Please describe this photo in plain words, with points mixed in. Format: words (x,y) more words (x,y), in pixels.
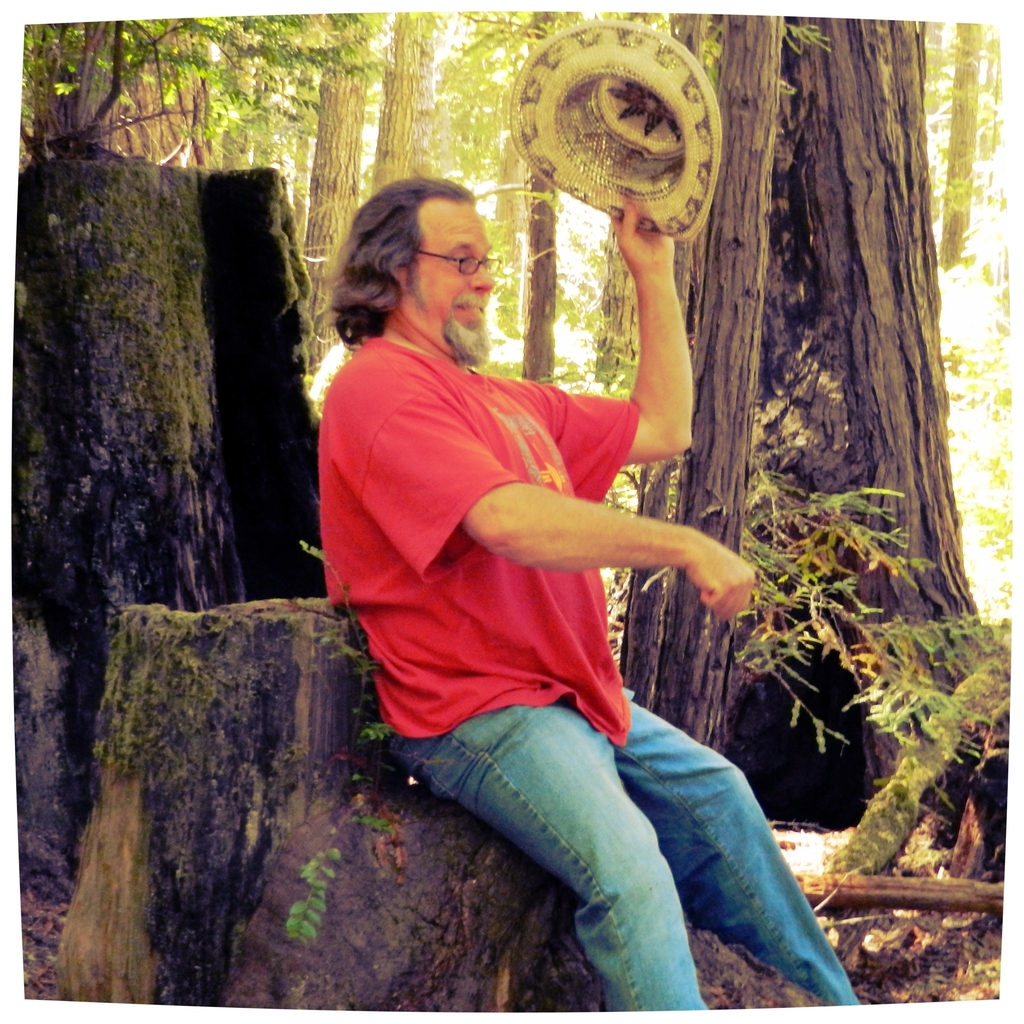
In this image there is a man (472,579) sitting on a trunk (431,862) facing towards the right side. This person (669,292) is holding a cap (612,181) in the hand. In the background (748,197) there are many trees (872,197).
